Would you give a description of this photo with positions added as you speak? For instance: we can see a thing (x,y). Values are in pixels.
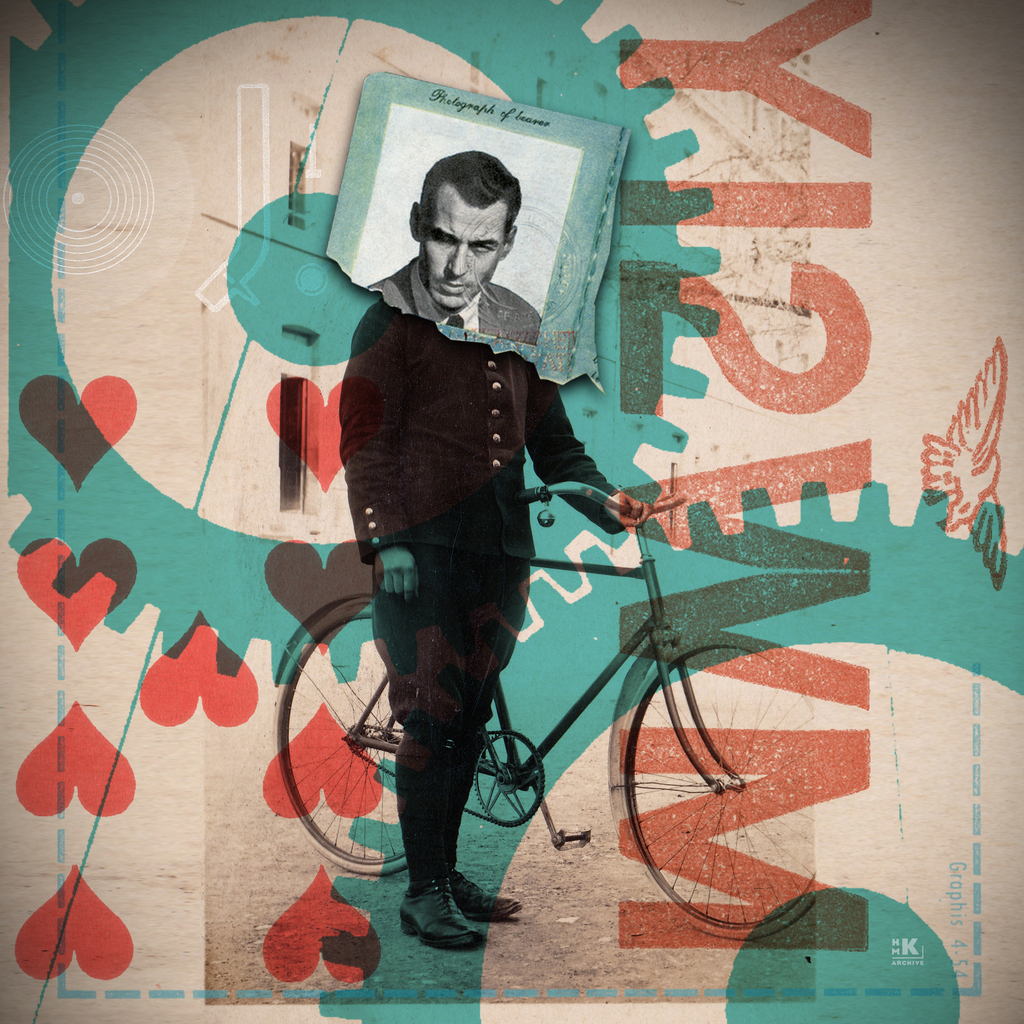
In this picture there is a poster (328,408) of a man (499,639) wearing a black coat (477,397) holding a bicycle (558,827). Above we can see small photograph (480,309) stick on it.
